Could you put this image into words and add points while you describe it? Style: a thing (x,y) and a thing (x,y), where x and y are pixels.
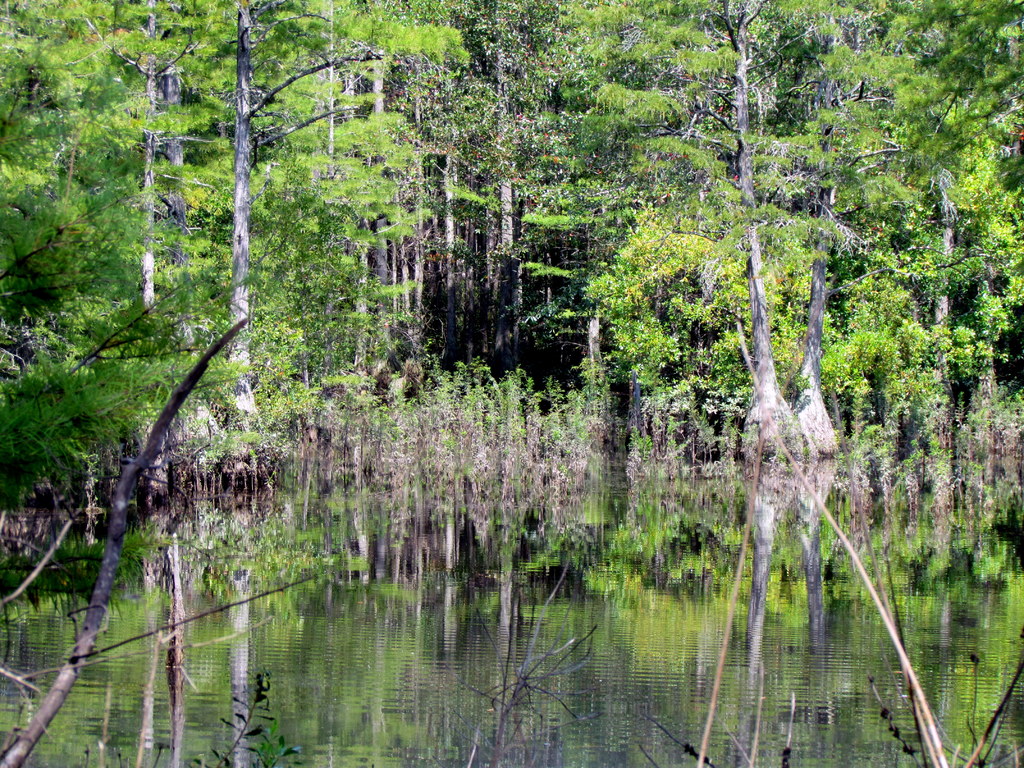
In the image I can see trees (485,295), plants (519,419) and the water (576,571).
